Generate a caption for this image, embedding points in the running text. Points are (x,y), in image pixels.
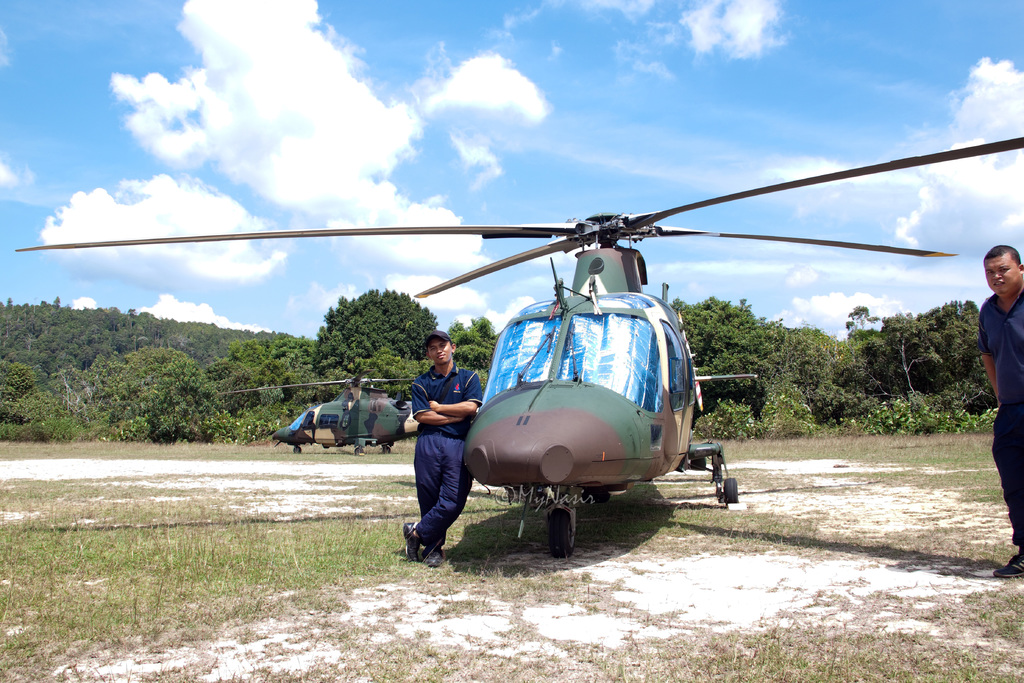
In this image we can see helicopters (540,379). Also there are two persons (1014,350). On the ground (373,469) there is grass (669,644). In the background (886,356) there are trees (406,341). And there is sky (632,92) with clouds (365,89).
